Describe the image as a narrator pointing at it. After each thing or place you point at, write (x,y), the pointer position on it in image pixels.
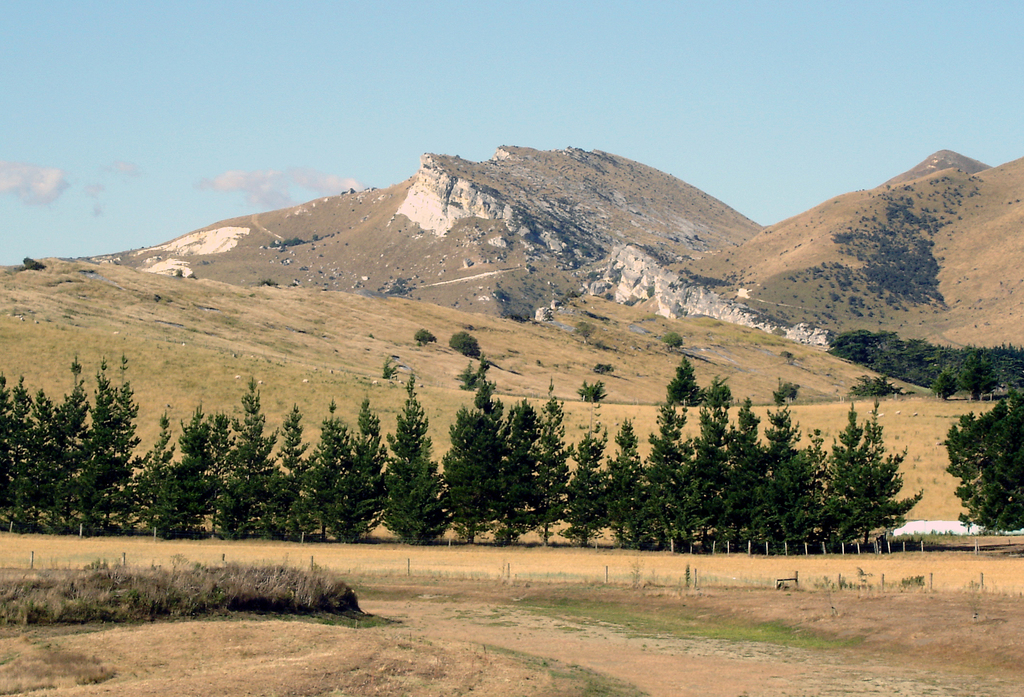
In the foreground of the picture (218,551) there are shrubs (227,590), fencing (694,578) and a land (543,570). In the center of the picture (555,433) there are trees (985,512), grass (331,396) and a mountain (571,251). Sky (312,179) is sunny.
